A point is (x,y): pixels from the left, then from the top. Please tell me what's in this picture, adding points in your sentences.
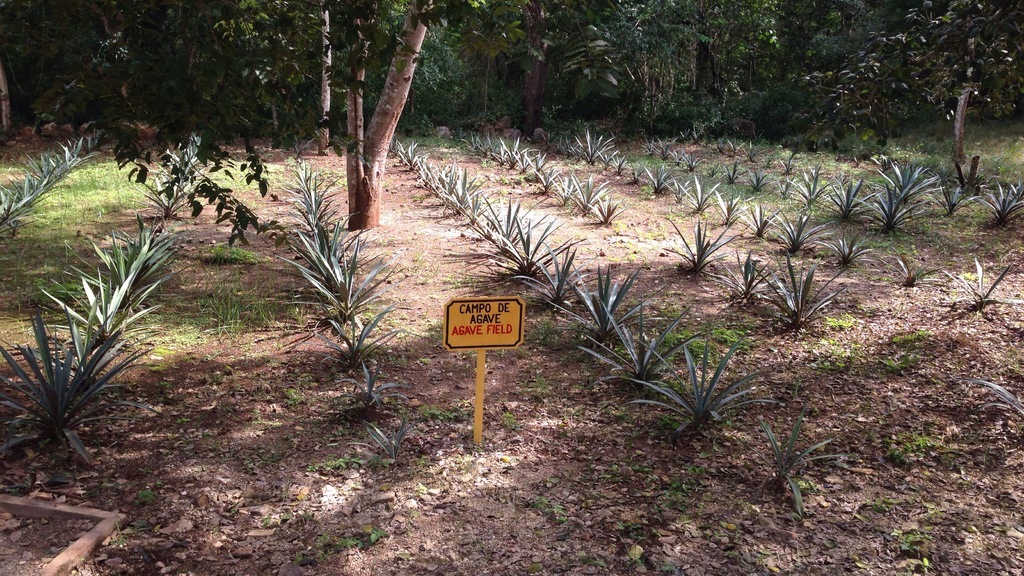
This image looks like it is clicked in a field (782,417). There are small plants (19,437) on the ground (439,523). In the background (433,60), there are many trees (655,37).
